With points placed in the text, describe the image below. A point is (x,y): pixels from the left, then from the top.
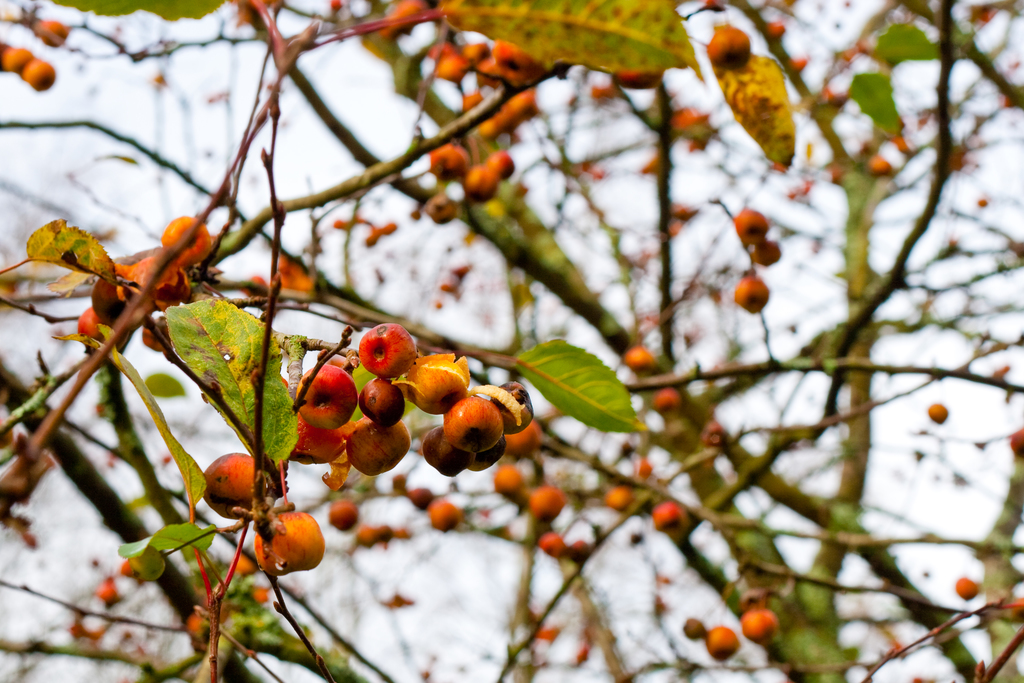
In this image, we can see some trees (273,301) with fruits (315,461). We can also see the sky (282,330).
